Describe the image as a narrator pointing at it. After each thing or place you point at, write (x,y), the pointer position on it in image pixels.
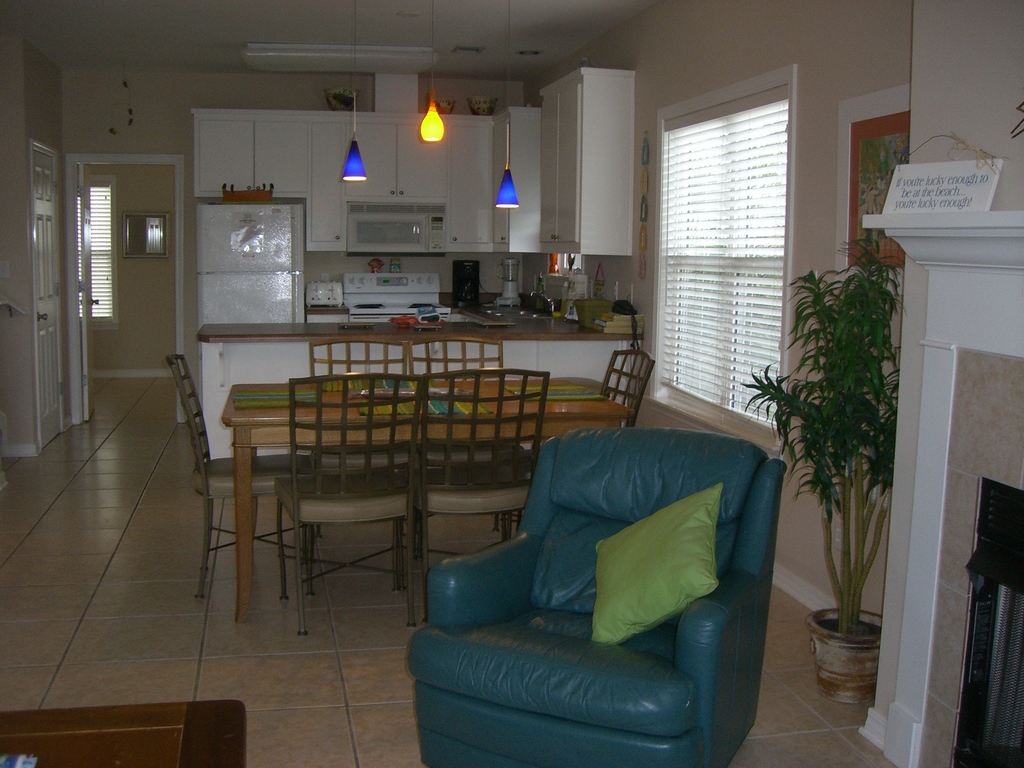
In the middle of the image (448,381), there is a dining table (336,398). Beside that the chairs (489,444) are kept and a sofa (639,491) is there on which cushion (695,584) is kept. Next to that a houseplant (844,557) is there. In the middle (664,366) right, a window (710,300) is visible. In the middle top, a lamp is hanged to the ceiling (539,23) and walls (769,47) are beige in color. In the middle (464,295) background (625,95), kitchen shelves (261,174) are there and utensils (370,265) are kept and the fridge (277,309) is there. In the background (45,169) left, a door (45,169) is visible of white in color. This image is taken inside a room (399,393).
